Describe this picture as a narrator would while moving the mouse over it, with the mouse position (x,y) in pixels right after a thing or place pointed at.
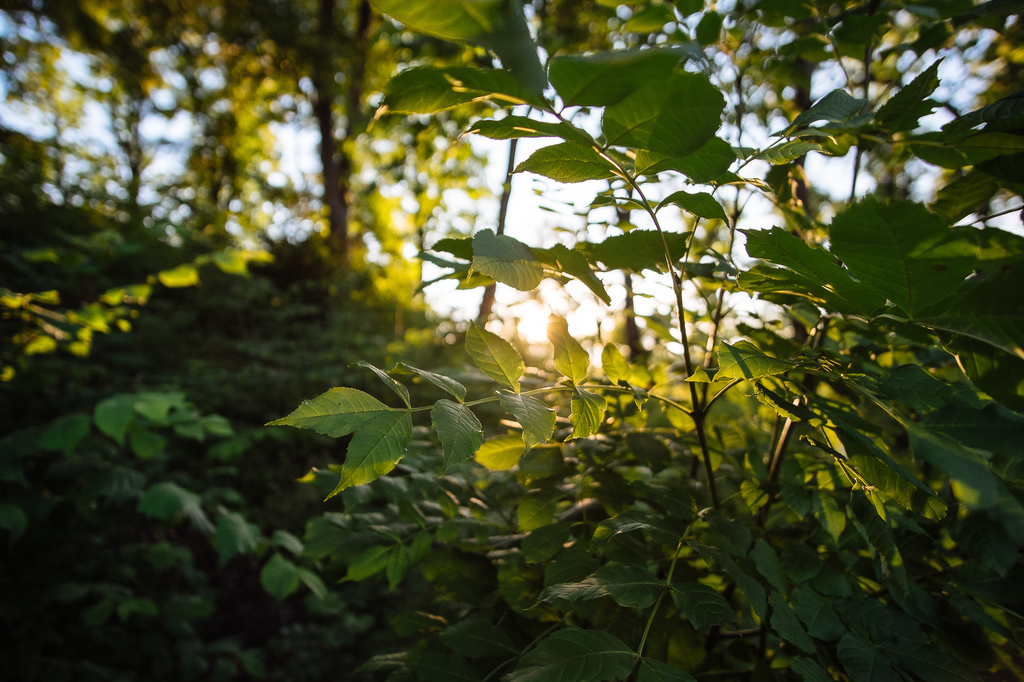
In this image we can see plants (672,247), trees (464,185) and sky (664,229).
